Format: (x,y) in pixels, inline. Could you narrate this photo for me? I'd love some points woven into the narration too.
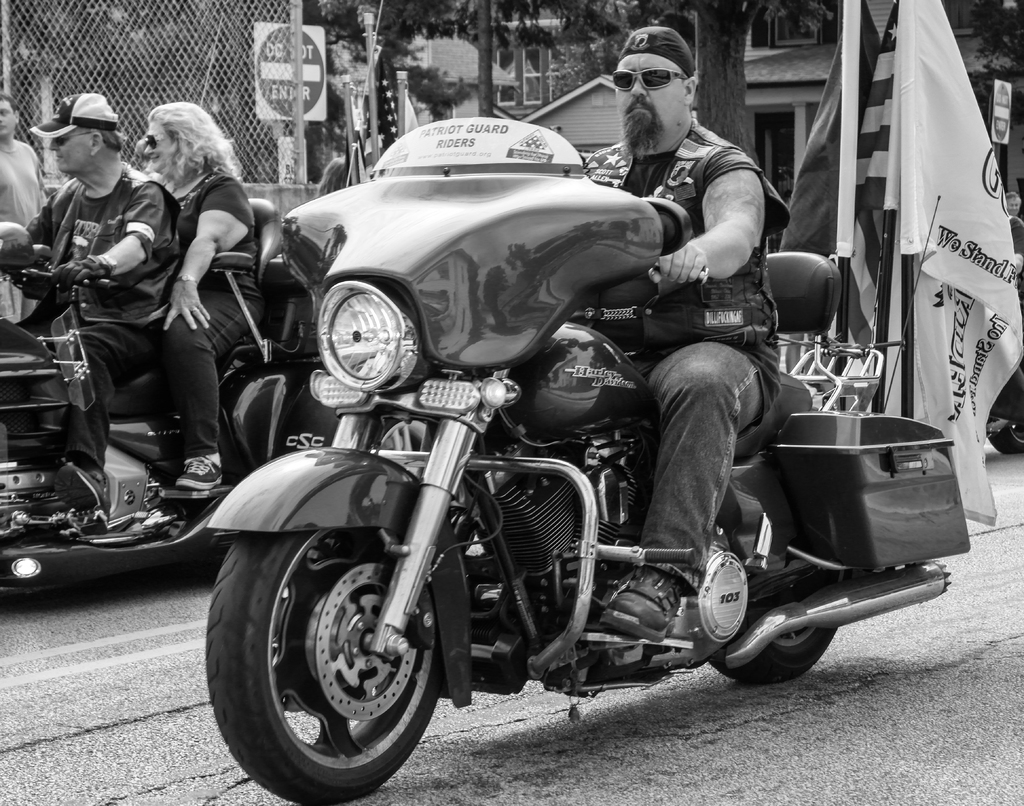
This picture shows a man (744,253) riding a motorcycle (344,346) and we see a man (114,125) and woman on the motorcycle (128,556) we see a flag (1004,333) back of them and a metal fence (61,9) on the side.
